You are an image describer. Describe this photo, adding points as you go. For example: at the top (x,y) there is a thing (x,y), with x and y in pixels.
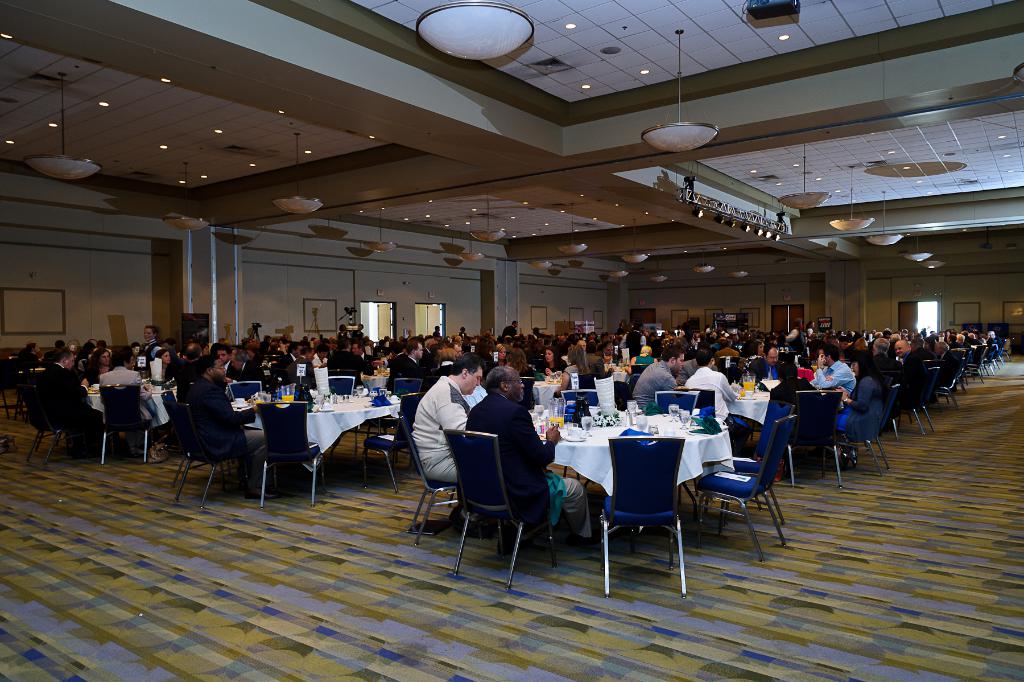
In this picture I can see the inside view of a room (292,135). In the front of this picture (277,436) I can see number of people (304,341) who are sitting on chairs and there are tables (581,445) in front of them and on the tables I see few things (670,410). In the background (375,237) I can see the wall (757,292). On the top of this picture (216,78) I can see the ceiling (513,86) on which there are lights (505,39).
